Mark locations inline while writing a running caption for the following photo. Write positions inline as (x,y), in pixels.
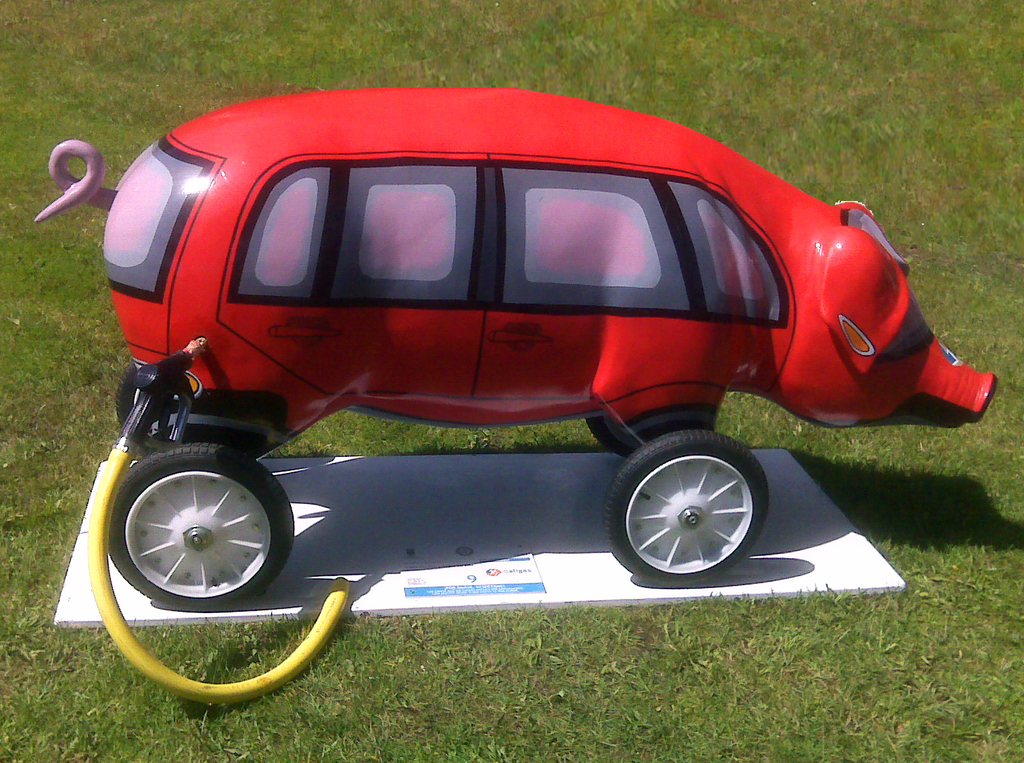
In the foreground of this image (517,281), there is a toy vehicle (518,274) which is in a pig shaped is on a wooden plank (494,529) which is on the grass (481,671) and there is a petrol pipe (108,591) to the vehicle (226,309).
